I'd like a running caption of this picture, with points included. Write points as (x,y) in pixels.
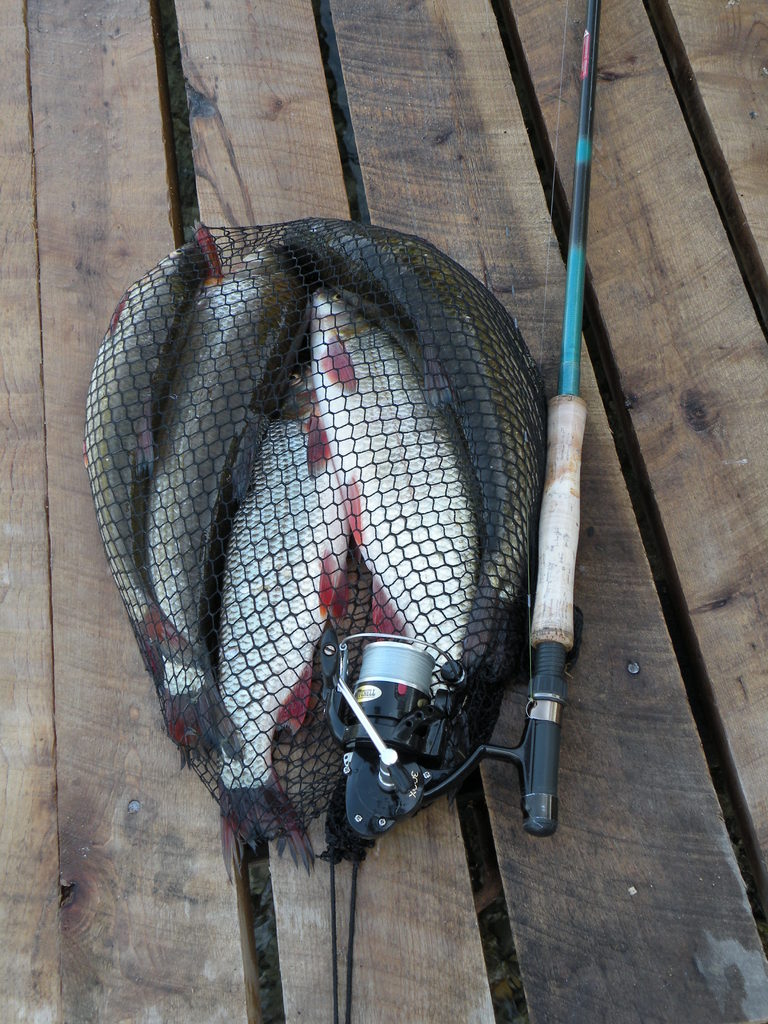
In the center of the image (375,441) we can see fishing rod (579,166) and some fishes (328,422) are present in a net (484,704). In the background of the image (139,25) there is a wood (496,762).
